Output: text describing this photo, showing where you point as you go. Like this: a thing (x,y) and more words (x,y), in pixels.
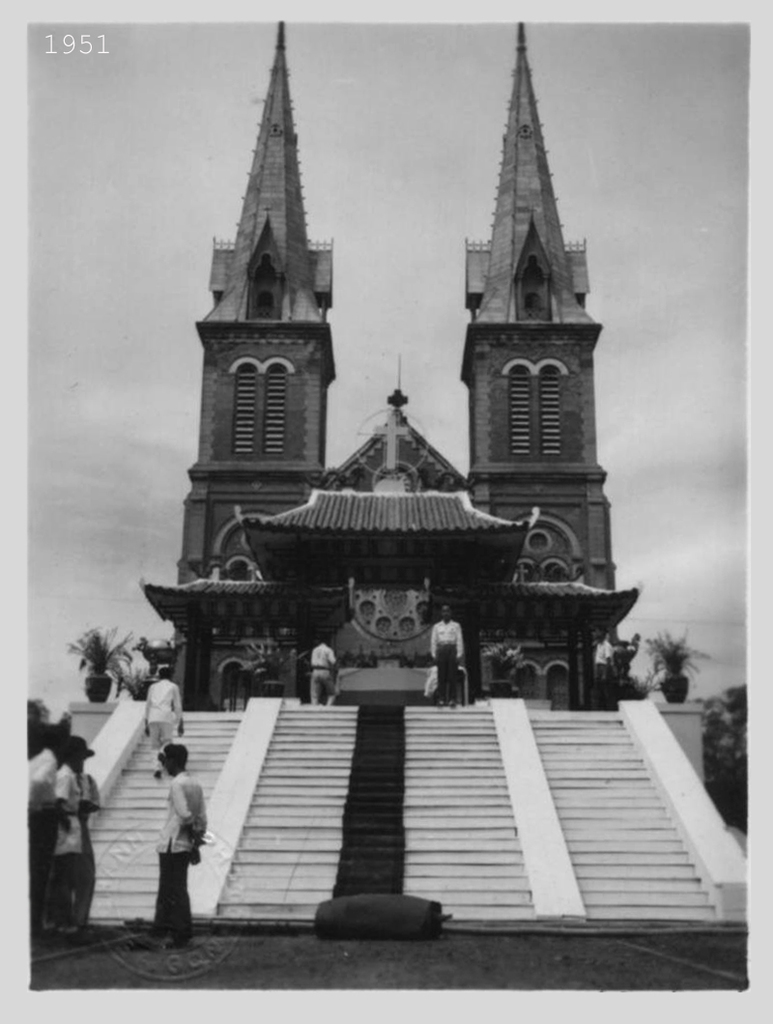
In this image I can see the building (373,507). In-front of the building (443,472) there are stairs (295,819). And I can see few people (180,752). To the side there are flower pots (493,650) and the trees (740,726). In the background (335,277) I can see the sky (335,212).
